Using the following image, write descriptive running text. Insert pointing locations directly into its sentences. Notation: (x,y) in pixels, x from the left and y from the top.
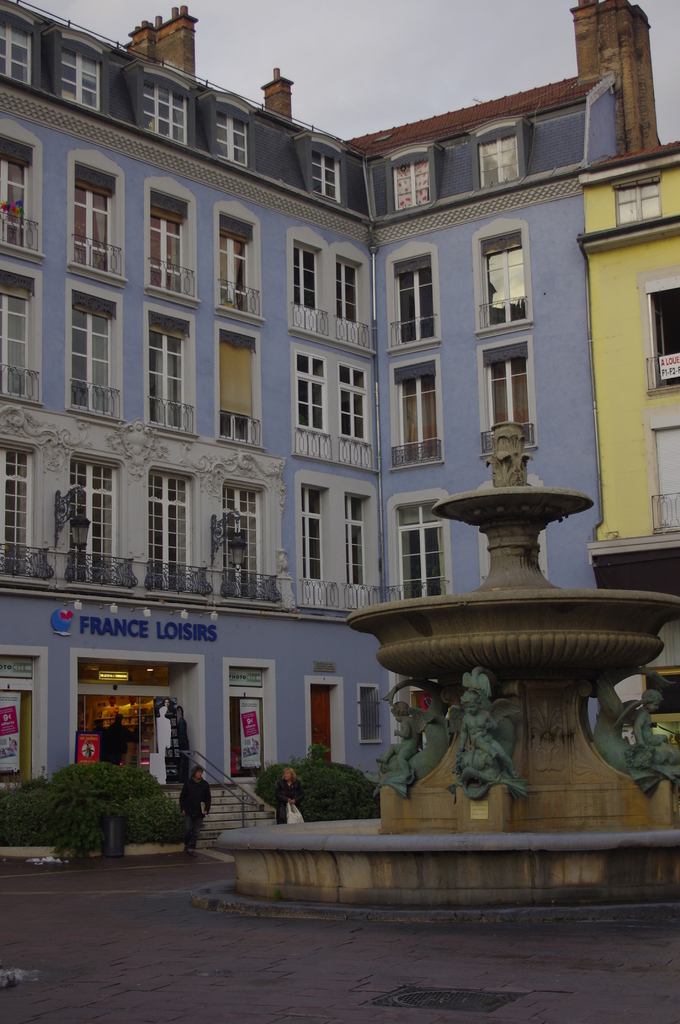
On the right side of the image (558,660) we can see a fountain (474,676). On the left side of the image (214,372) we can see a building (236,439), door (152,727), grills (236,585), some plants (108,789) and some persons (203,793) are standing. At the top of the image (458,62) sky (471,41) is there. At the bottom of the image (225,946) ground (266,927) is present.
